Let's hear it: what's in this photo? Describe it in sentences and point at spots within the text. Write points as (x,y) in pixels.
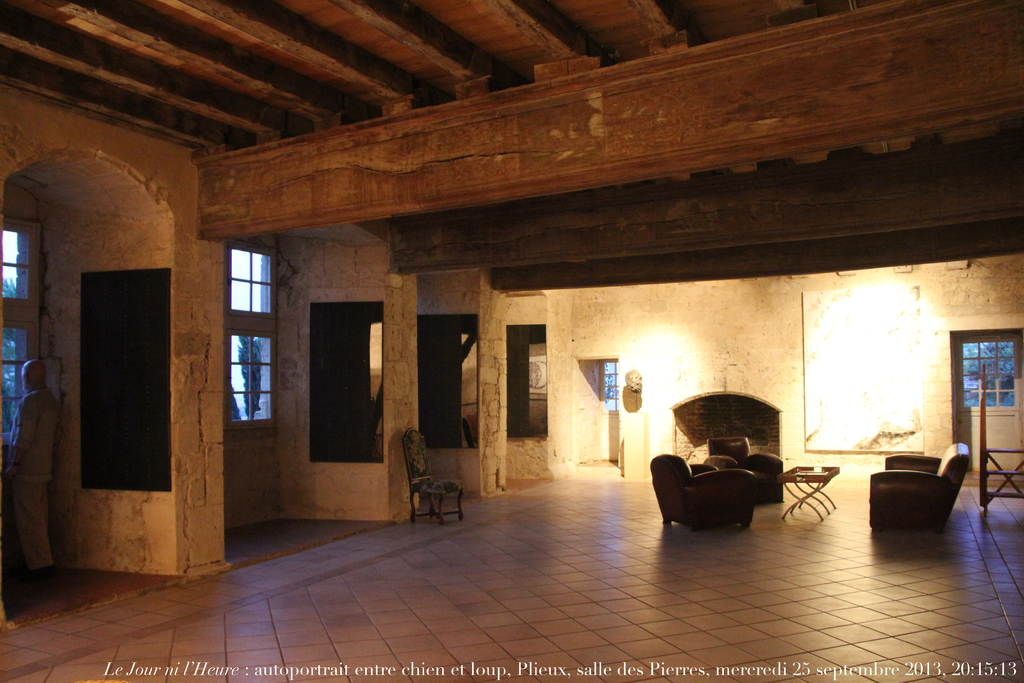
In the image we can see in a place there are sofa (875,484), chairs (936,482) and table (816,479) kept. On the wall (938,270) there is a big banner (826,346) and there is a chair (411,447) which is kept near the pillar (402,474).
